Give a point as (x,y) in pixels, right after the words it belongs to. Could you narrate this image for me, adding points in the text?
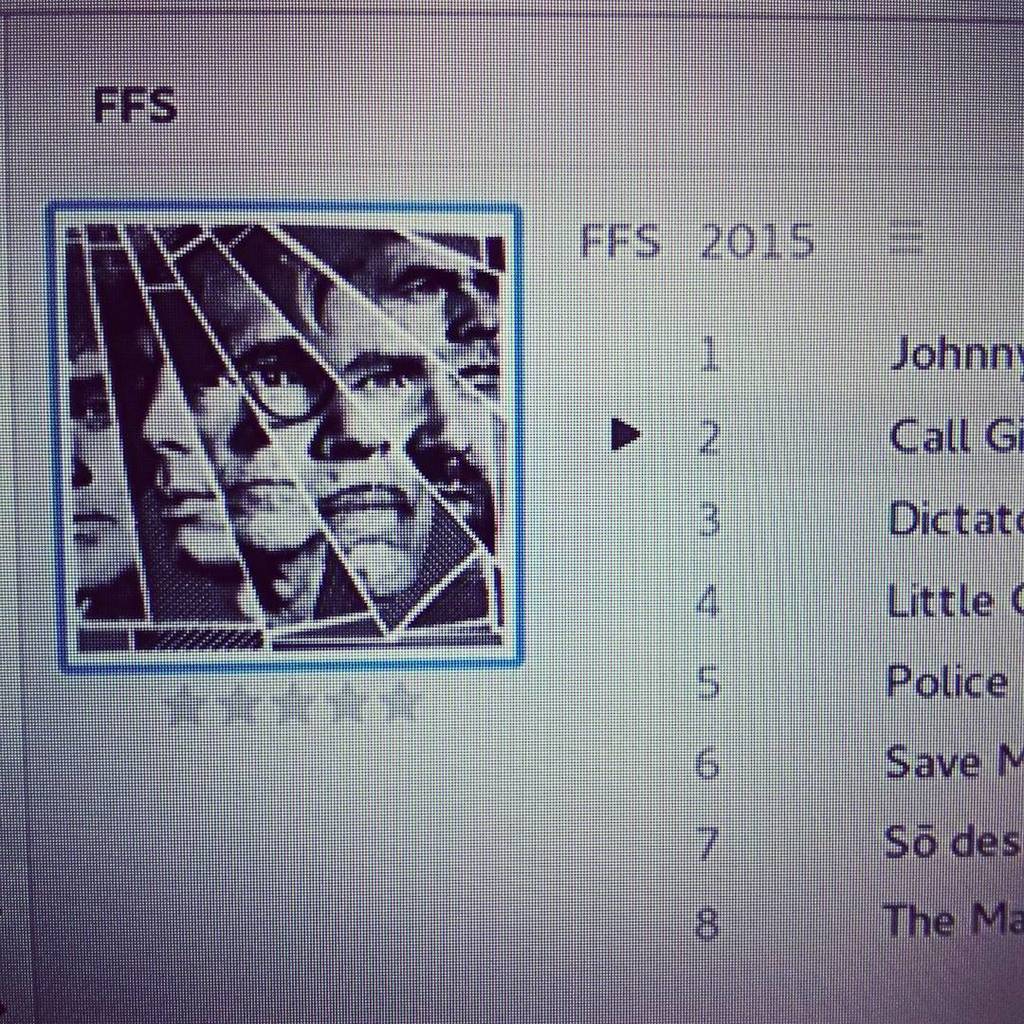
I think it is a music album as we can see 8 songs (954,767) beside this picture. This picture is in black and white color and it is collaged. Downside of this collage picture there are 5 stars (346,690).
